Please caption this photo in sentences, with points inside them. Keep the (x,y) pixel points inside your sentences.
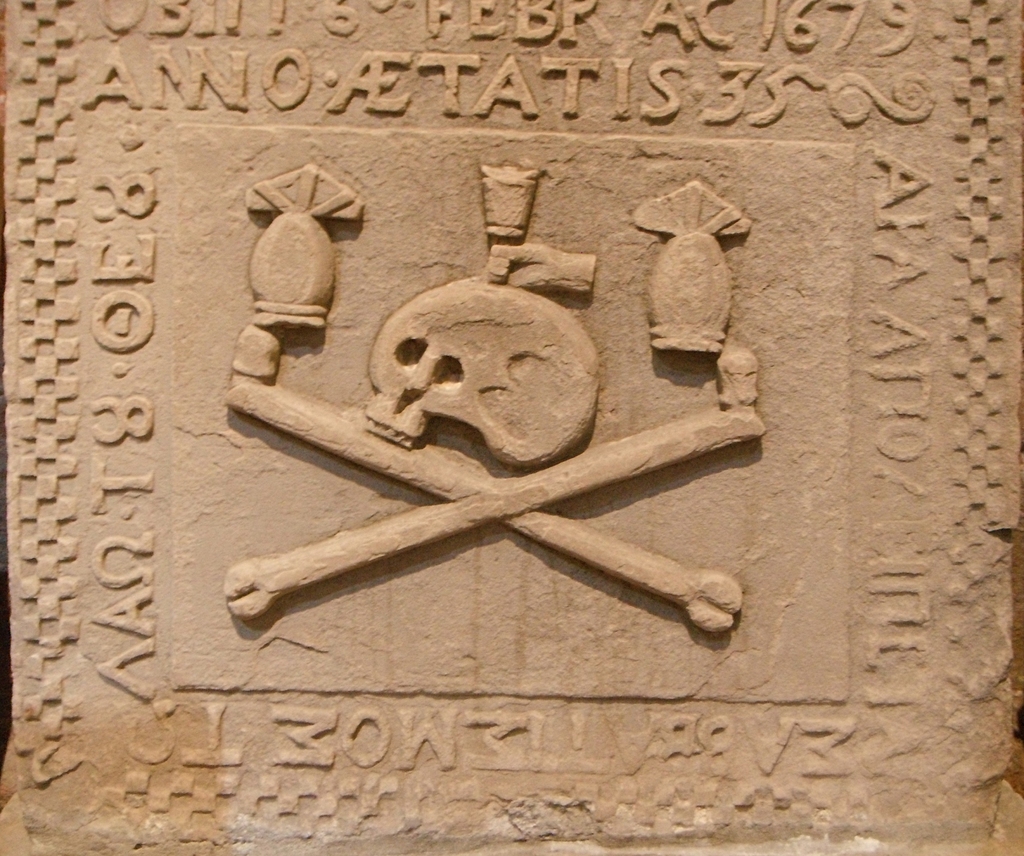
As we can see in the image there is a wall (604,396).
